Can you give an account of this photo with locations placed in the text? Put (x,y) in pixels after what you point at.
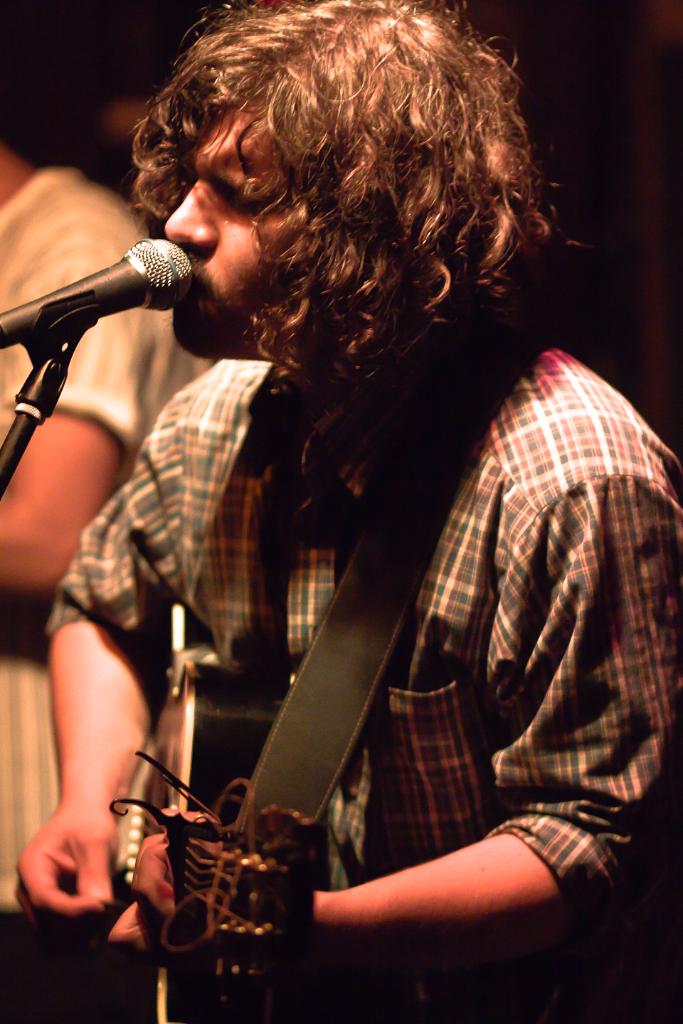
In the image we can see there is a man (294,23) who is holding guitar (267,903) in his hand (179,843).
